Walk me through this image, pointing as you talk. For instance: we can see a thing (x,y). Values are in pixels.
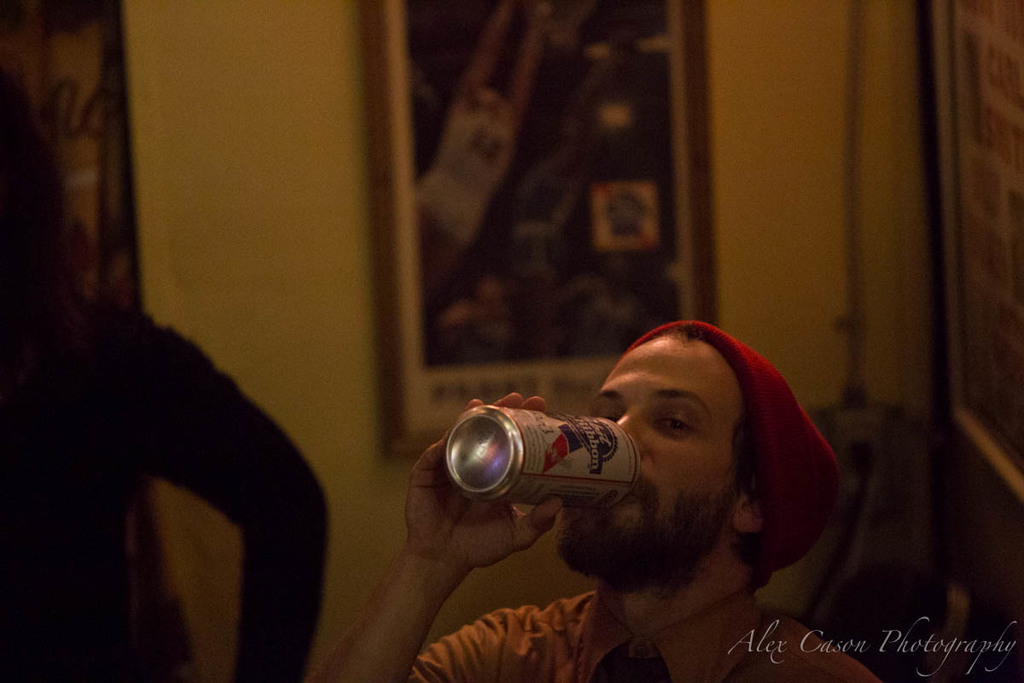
In this picture I can see a man (647,528) is holding a tin can (592,487) in the hand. This man (735,420) is wearing a red color cap (770,421). In the background (374,280) I can see some objects (538,184) attached to the wall (210,320). I can also see a person (120,422) in the background (117,443).
